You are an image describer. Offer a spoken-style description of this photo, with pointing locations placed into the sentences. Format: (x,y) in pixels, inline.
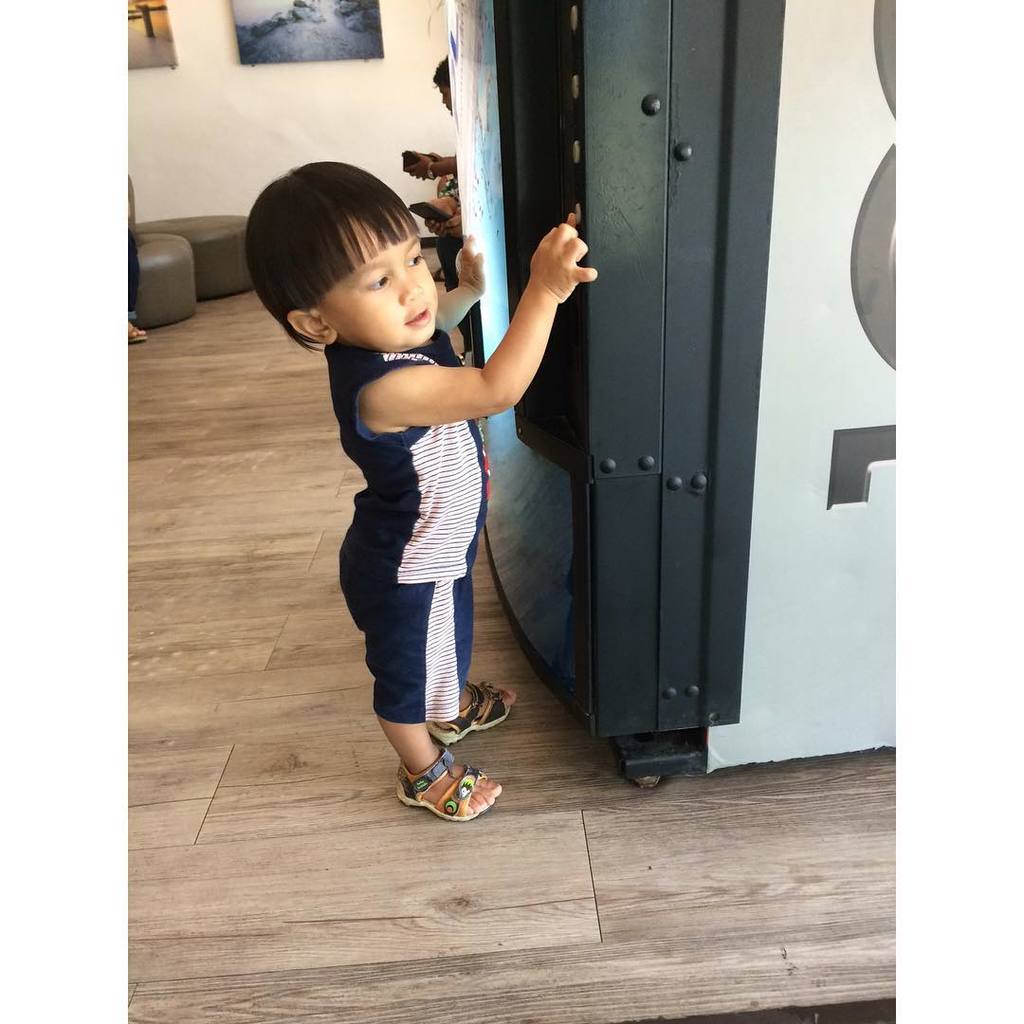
As we can see in the image there is a refrigerator (738,577), a boy (461,479) standing over here, sofa (218,243), wall (338,155) and photo frames (266,36).
